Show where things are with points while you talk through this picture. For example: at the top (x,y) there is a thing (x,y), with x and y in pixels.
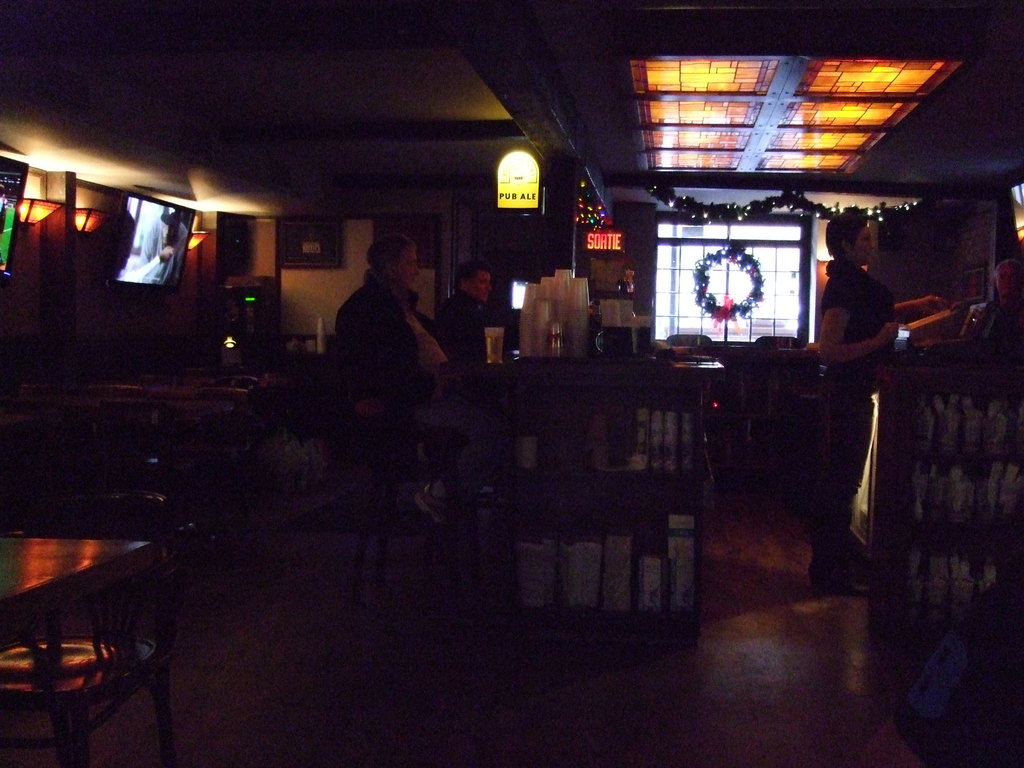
In this picture we can see a person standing on the floor (792,704). This is the table (580,483). Here we can see two persons (445,343) sitting on the chairs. And there is a screen (147,211). This is the floor (267,638) and there is a window (802,251). And this is the light (50,205).
